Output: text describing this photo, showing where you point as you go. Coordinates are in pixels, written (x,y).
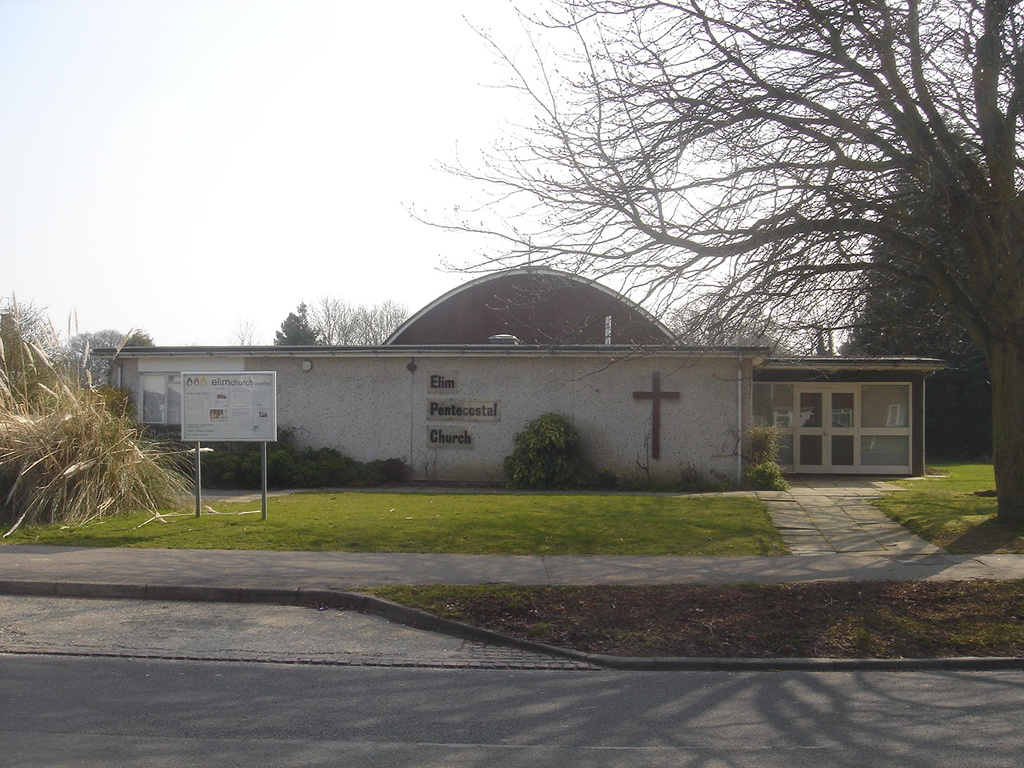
In this image we can see grass (360,530) on the ground (641,740), board (253,382) on the pole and a tree (886,243) on the right side (886,243). In the background (612,435) we can see a building (563,275), plants (70,435), doors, windows (899,428), trees (942,419) and clouds (226,67) in the sky (13,201).
